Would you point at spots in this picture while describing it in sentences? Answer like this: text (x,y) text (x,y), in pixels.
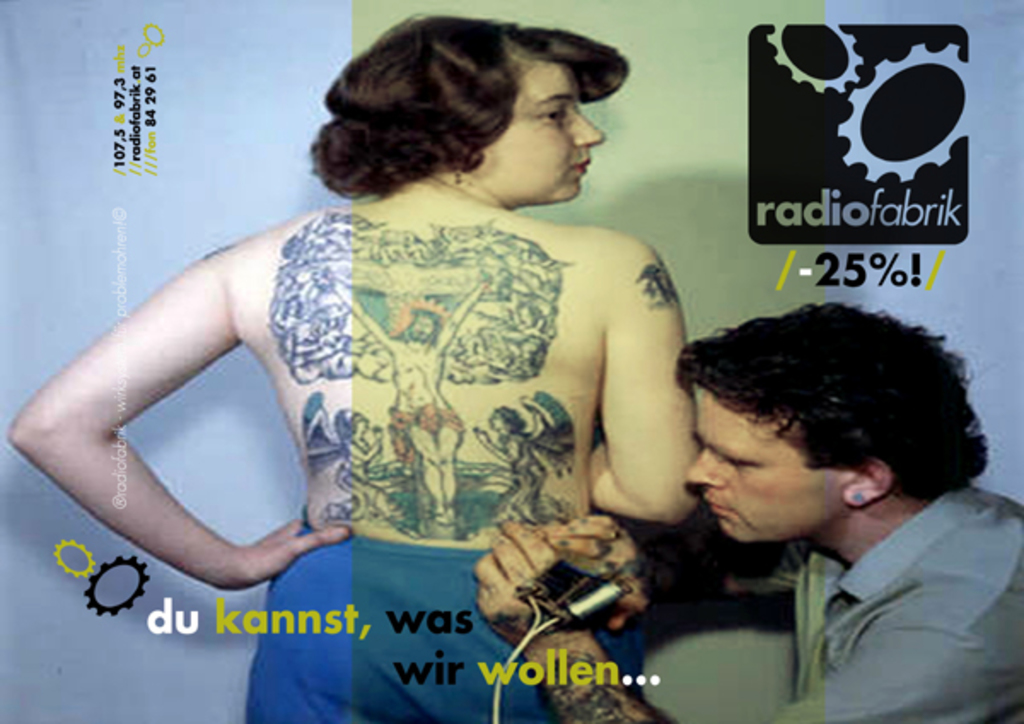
In this picture we can see two persons (607,460). Towards right (764,492) the person (823,477) is holding a machine (568,571). At the bottom (436,654) there is text (470,636). At the top (815,114) towards right (823,93) there is a logo (850,128).
